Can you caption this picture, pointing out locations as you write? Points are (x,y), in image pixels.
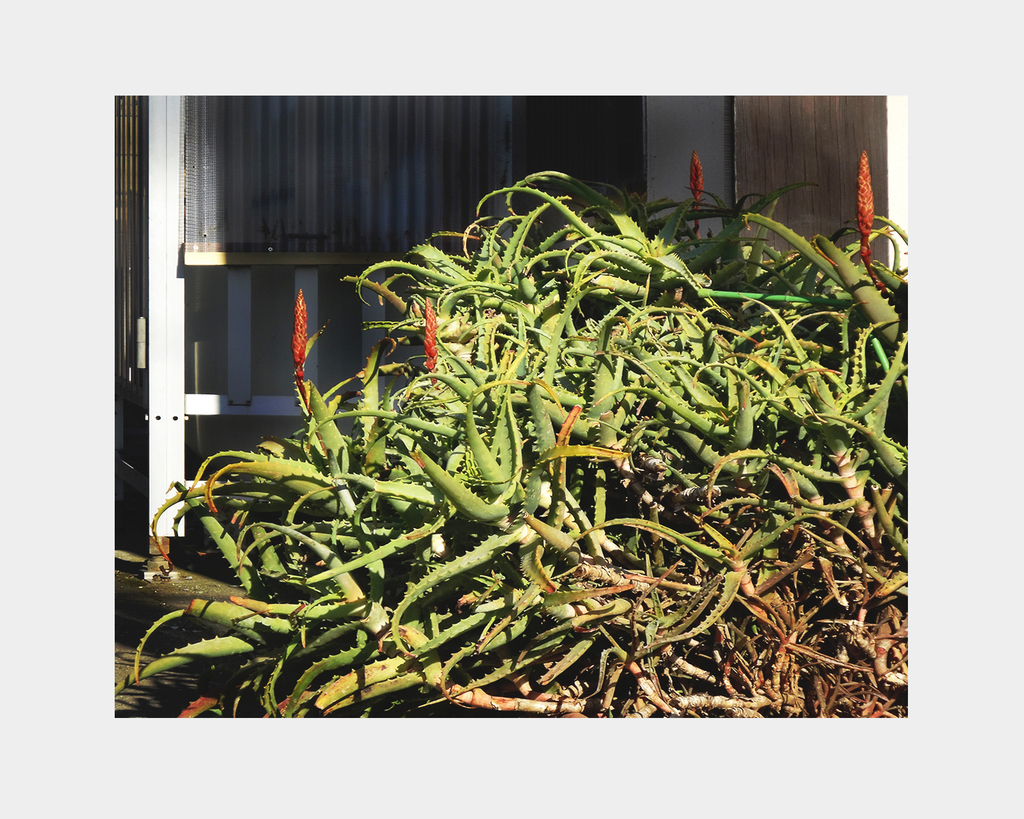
In this picture I can see aloe Vera plants (540,448).
